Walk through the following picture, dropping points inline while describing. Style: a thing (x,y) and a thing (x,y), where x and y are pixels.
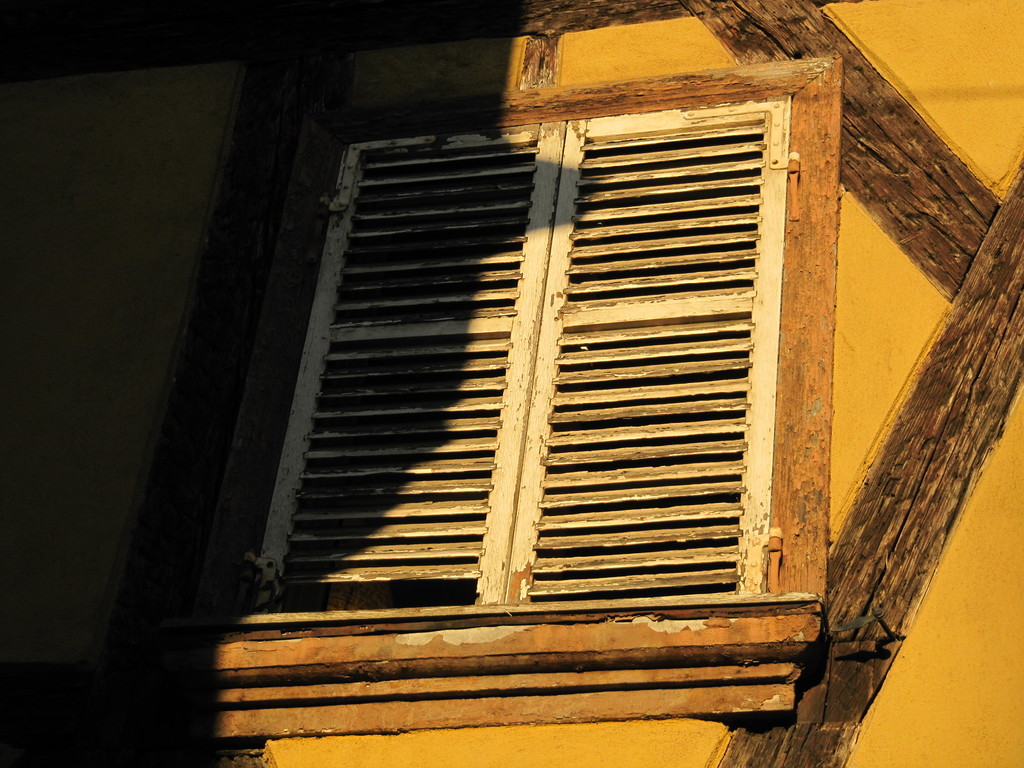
It's a window (622,295) and these are the wooden sticks (918,233).
